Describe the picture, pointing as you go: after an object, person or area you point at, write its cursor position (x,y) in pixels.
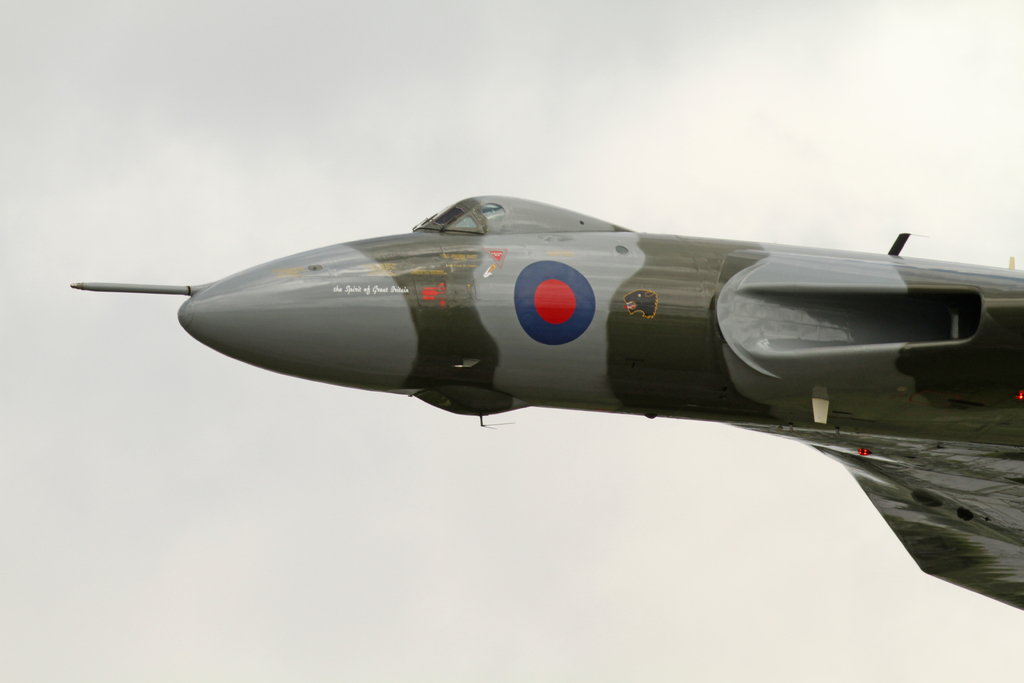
In this image I can see an airplane (543,372). I can also see something written on the plane (634,380). The background of the image (664,517) is white in color.
